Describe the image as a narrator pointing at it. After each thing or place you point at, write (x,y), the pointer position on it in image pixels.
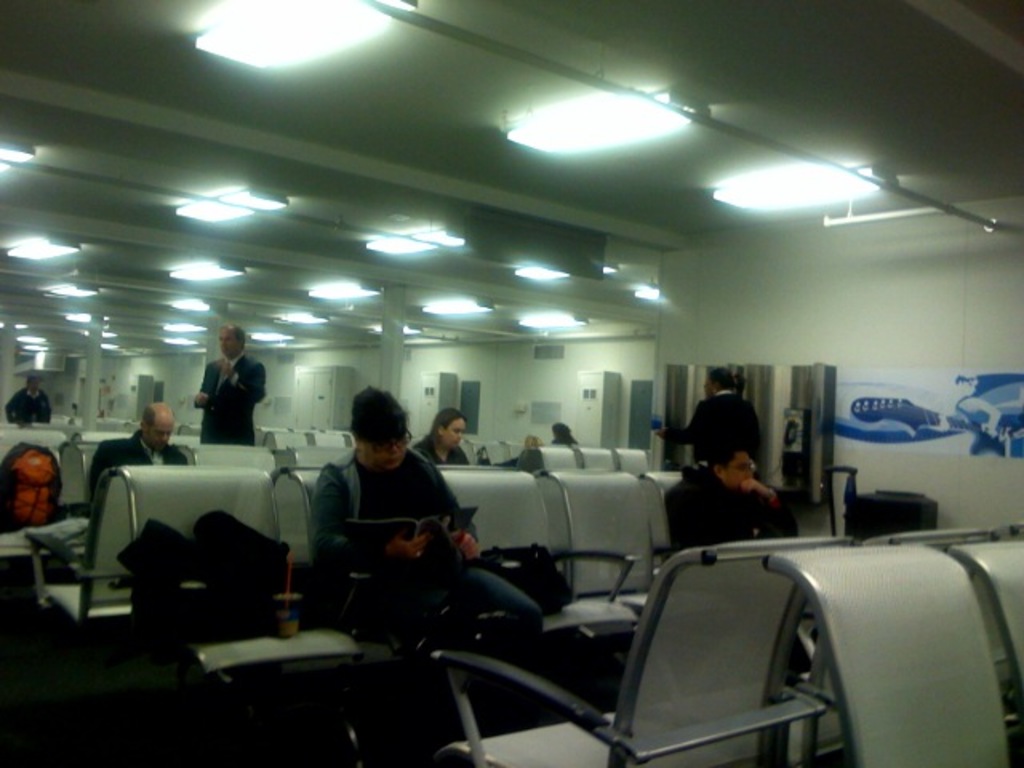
There are some persons (432,498) sitting on the chairs (277,454) as we can see in the middle of this image (362,446), and there are some persons (232,419) standing as well. There is a wall (703,350) in the background (958,351). We can see there are some lights (591,134) at the top of this image (578,133).
